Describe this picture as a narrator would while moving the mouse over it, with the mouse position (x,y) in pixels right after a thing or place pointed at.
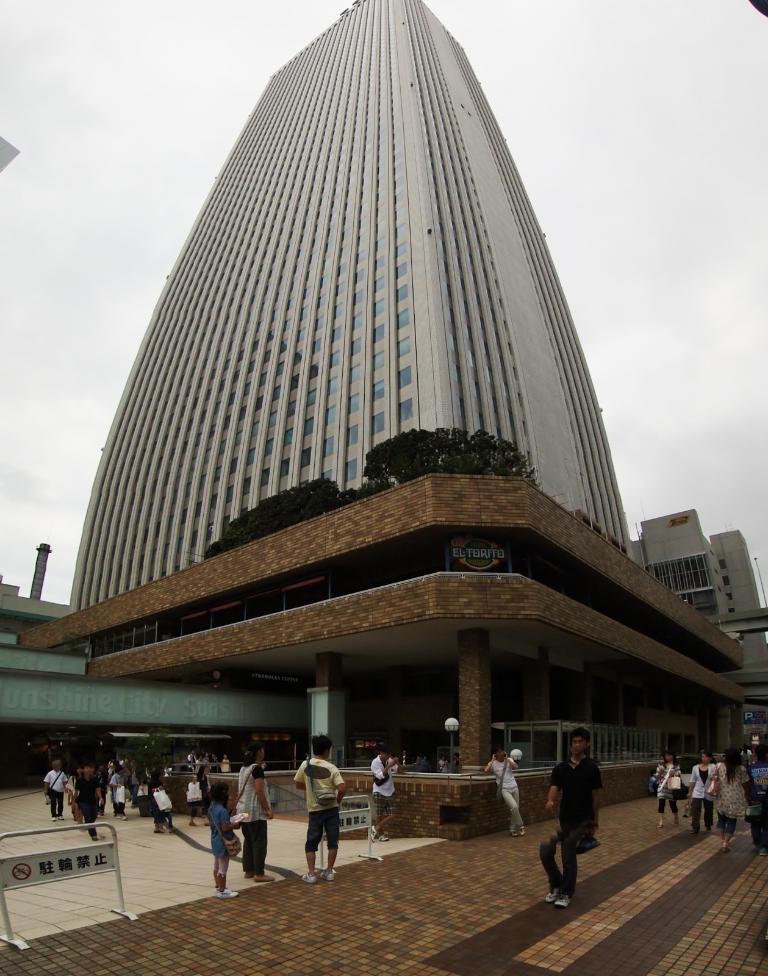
At the bottom of the image (62,785) there are many people (723,806). And also there is a board (111,846) with some text (40,867). Behind them there is a building (252,476) with glasses (210,521), walls (366,214), plants (377,464), name boards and some other things (474,757). Behind the building (495,643) in the background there is sky (660,399).
